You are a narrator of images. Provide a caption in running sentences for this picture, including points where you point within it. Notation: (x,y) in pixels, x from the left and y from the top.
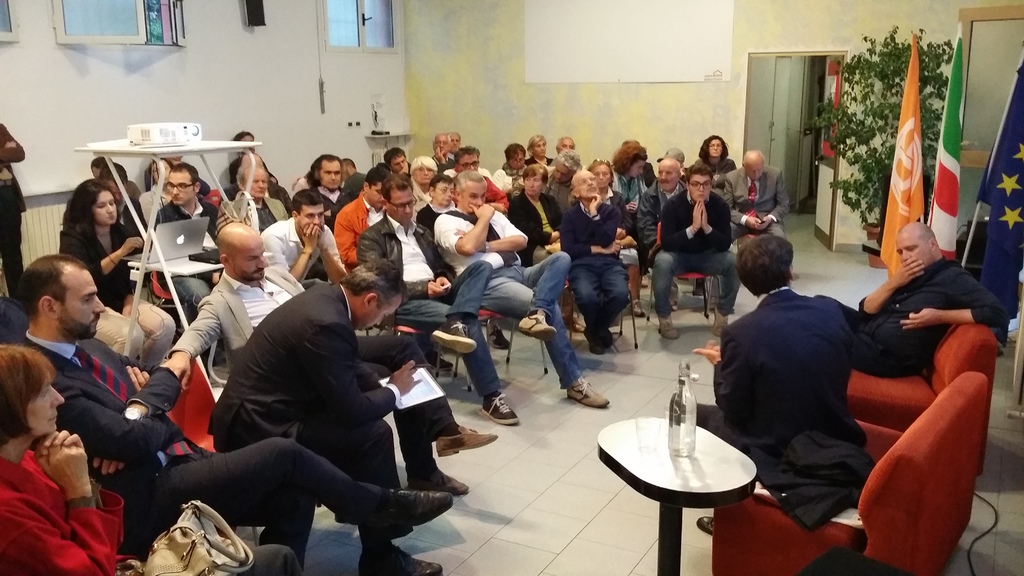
This image is taken indoors. In the background (351,87) there is a wall (673,84) with doors (786,106) and windows (343,33). In the middle of the image (462,345) many people (575,199) are sitting on the chairs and there is a table (160,265) with a projector (160,138), a laptop (173,233) and a device (211,263) on it. A man (367,398) is holding a tab (407,402) in his hands (410,378) and another man (10,234) is standing on the floor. On the right side of the image (1013,203) there are three flags (909,160). There is a plant (864,137) in the pot (875,256). Two men (918,274) are sitting on the couches (861,542) and there is a table (692,473) with a bottle (688,401) on it.
